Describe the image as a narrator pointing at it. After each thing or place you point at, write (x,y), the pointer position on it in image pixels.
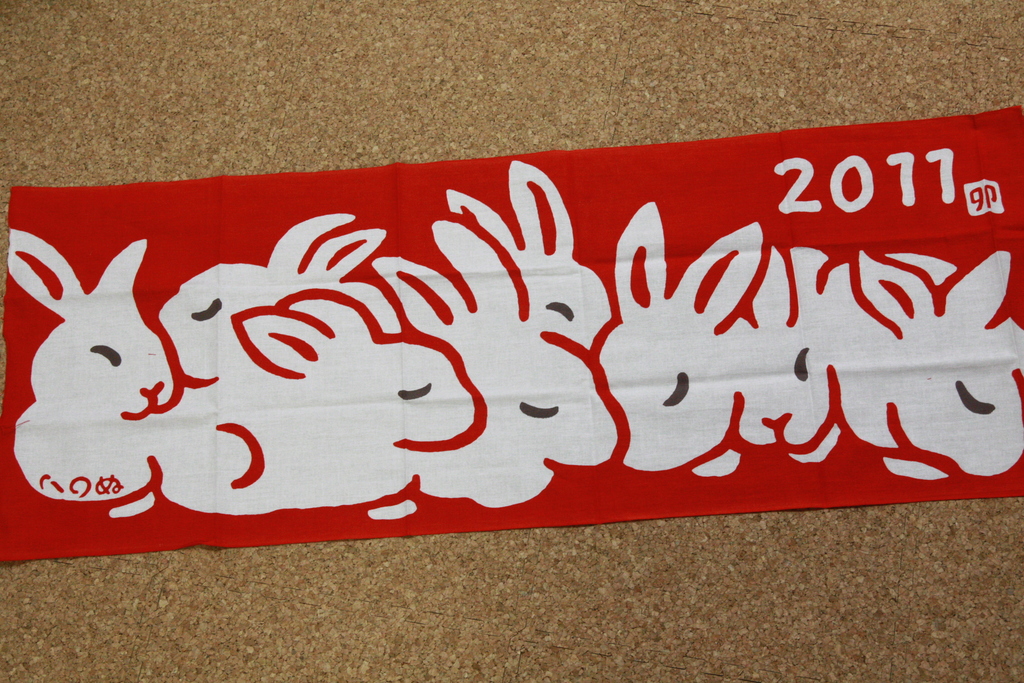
In this image we can see a printed ribbon (727,317).
